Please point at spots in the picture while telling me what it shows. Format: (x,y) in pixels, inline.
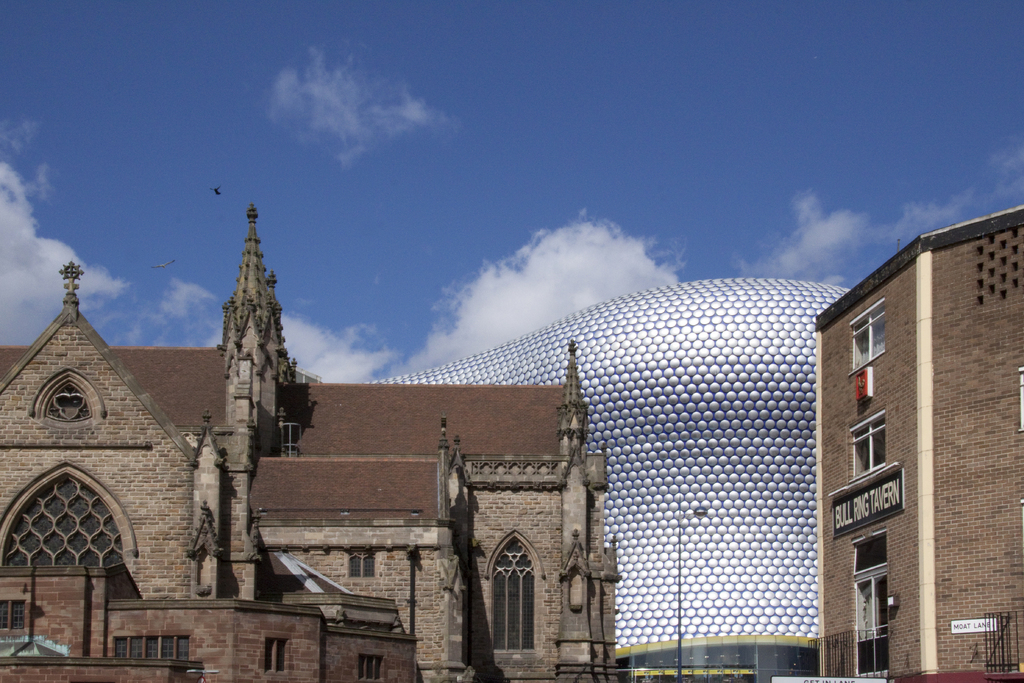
There are buildings (114,430) on the ground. In the background (815,264), there are clouds (807,243) in the blue sky (281,127).
